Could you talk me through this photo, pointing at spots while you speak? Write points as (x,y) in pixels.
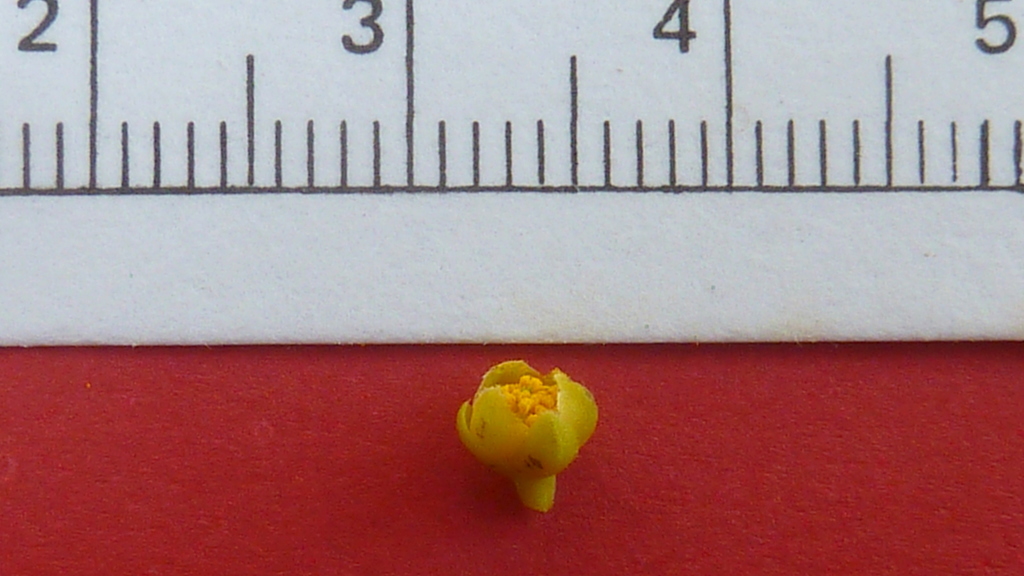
In this image there is an object (512,395) which is yellow in colour in the center (550,382) and in the background (433,164) there is white colour ruler (410,198) and on the ruler (231,132) there are some numbers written on it.
